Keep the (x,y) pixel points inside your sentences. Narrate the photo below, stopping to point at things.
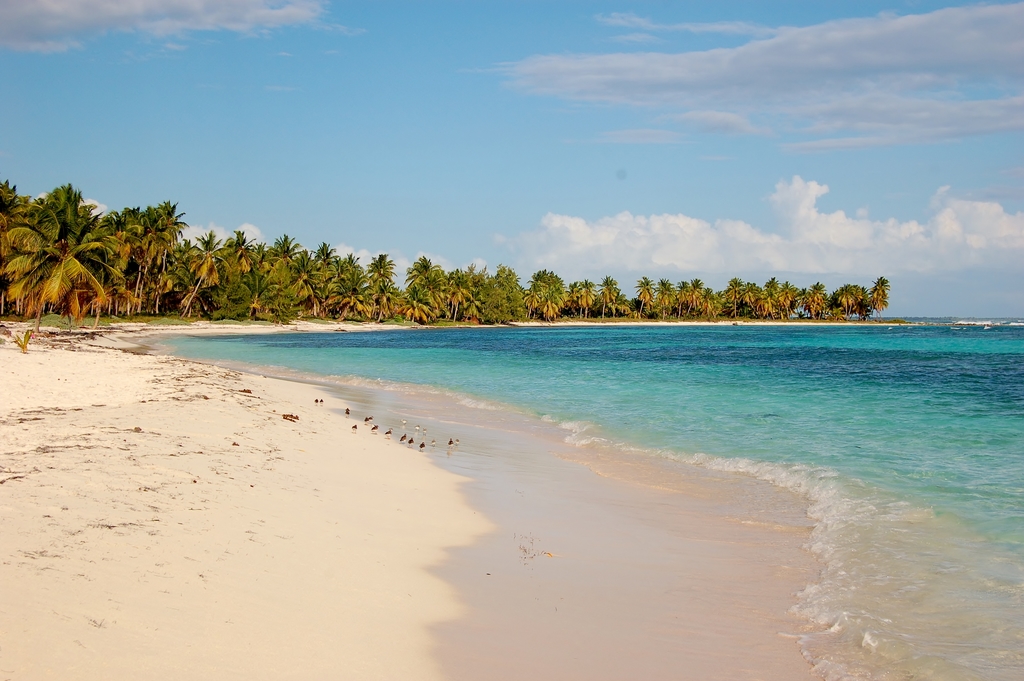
In this image I can see in the middle (666,301) there are trees (138,248), on the right side (714,409) it is the sea (727,408). At the top (569,101) it is the cloudy sky (510,107).
